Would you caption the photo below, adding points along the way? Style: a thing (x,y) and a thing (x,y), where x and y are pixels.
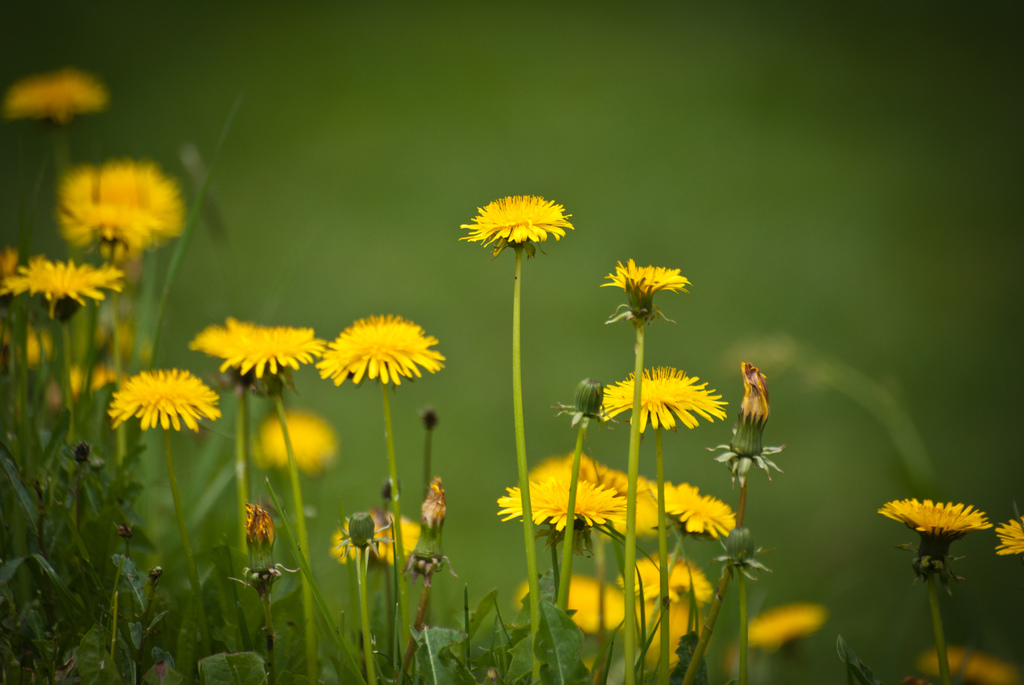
This picture contains plants (45,414) which are flowered. These flowers (164,382) are in yellow color and we even see the buds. In the background (379,109), it is green in color and it is blurred.
